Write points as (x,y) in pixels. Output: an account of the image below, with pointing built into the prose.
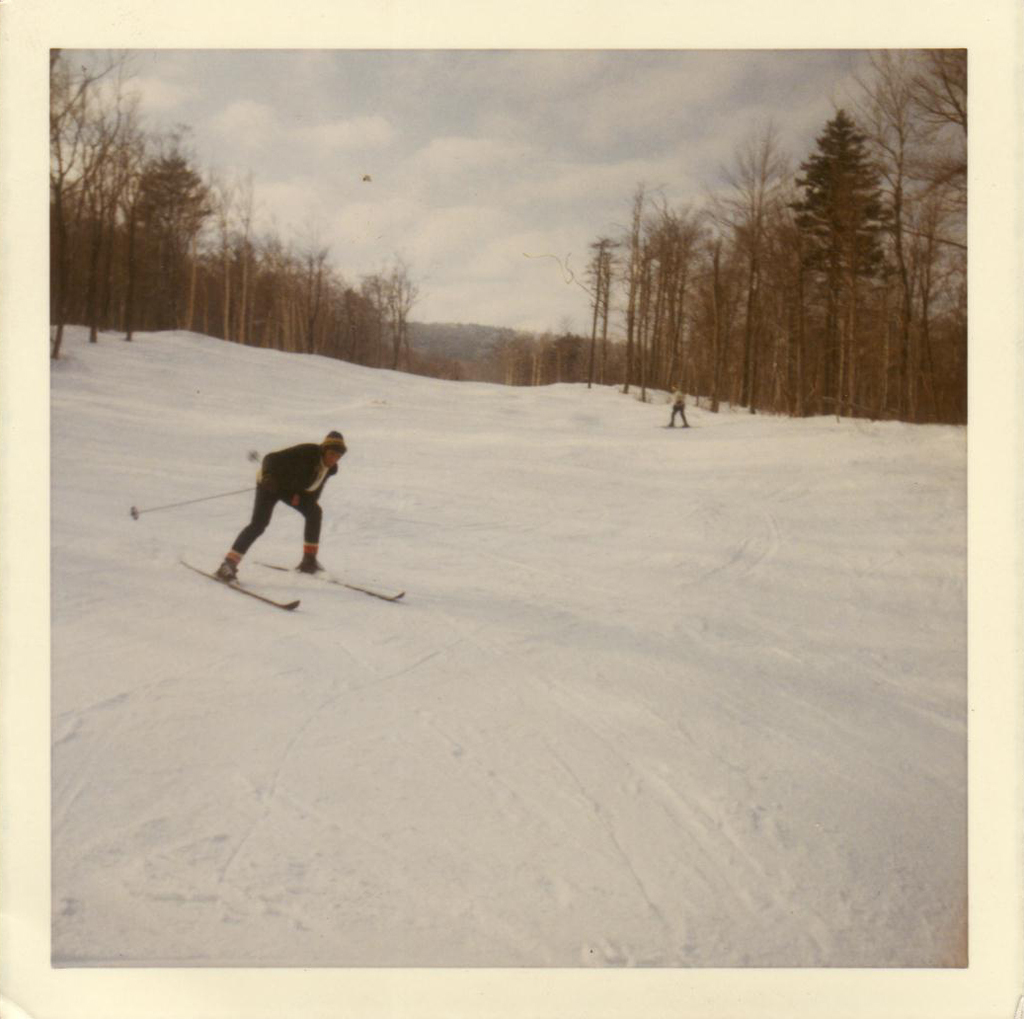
In this picture there is a person (225,572) skiing on the snow (265,543) with skis (199,571) and holding a stick (190,501). In the background of the image (646,380) we can see a person (682,426), trees (685,345) and sky (437,192) with clouds (455,218).
